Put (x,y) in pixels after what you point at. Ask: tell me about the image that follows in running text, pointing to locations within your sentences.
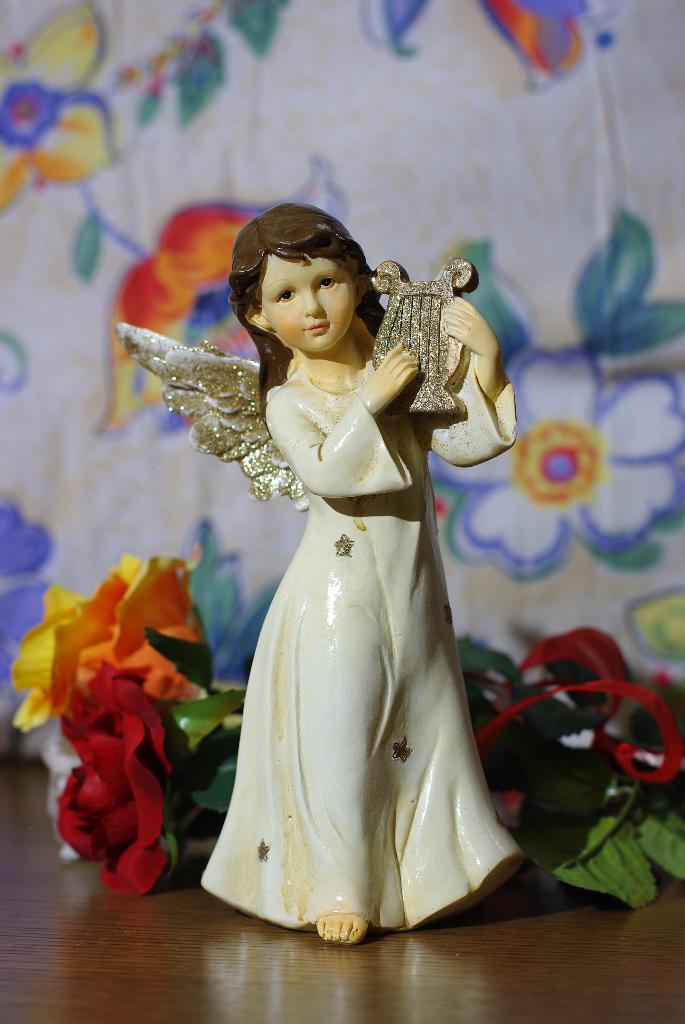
In this image we can see a statue (348,735) and decorative flowers (216,715) on the table (289,933) and in the background (133,240) there is a wall (521,243) with design (199,326).
